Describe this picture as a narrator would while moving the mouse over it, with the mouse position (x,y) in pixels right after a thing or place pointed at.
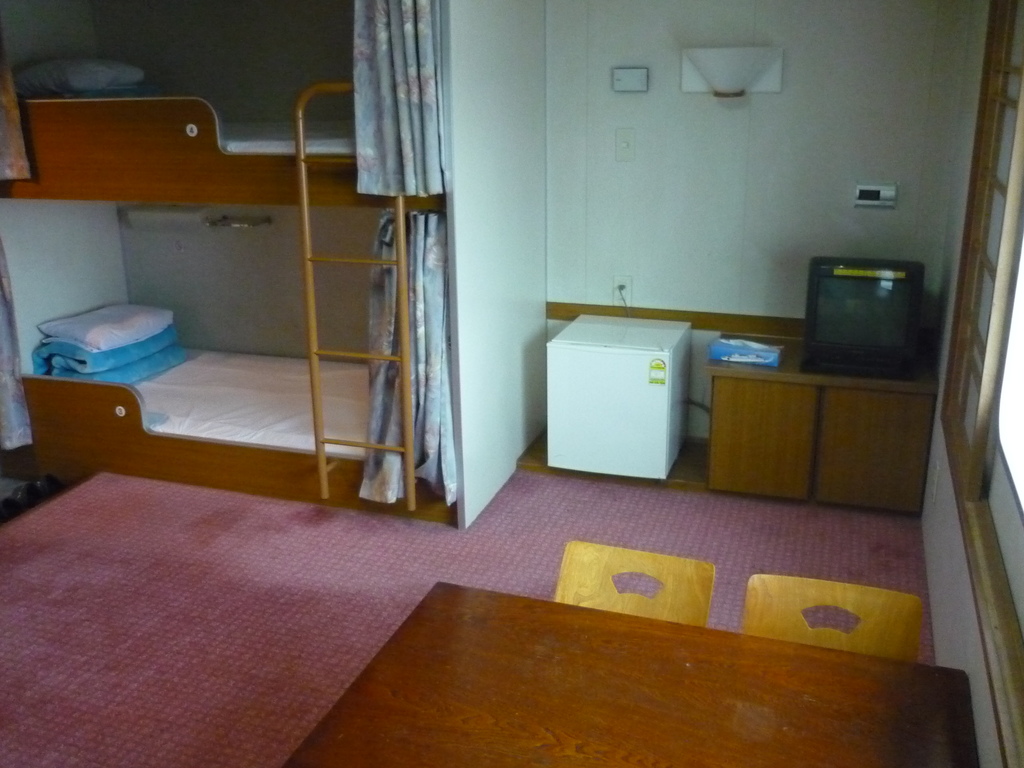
This image is taken inside the room (497,508). In the center (659,370) there is refrigerator (624,393) which is white in colour on the right side of the refrigerator (609,398) there is a table (844,403), on the table (802,371) there is a television (862,336). On the left side (131,313) there are beds (219,171) and on the bed (72,149) there are pillows (119,319), bed sheets (128,357). In the center (381,290) there are curtains (439,123). In the front (538,705) there is a table (623,728) and there are two chairs (753,614). On the right side (1001,426) there is a window (1017,402).
